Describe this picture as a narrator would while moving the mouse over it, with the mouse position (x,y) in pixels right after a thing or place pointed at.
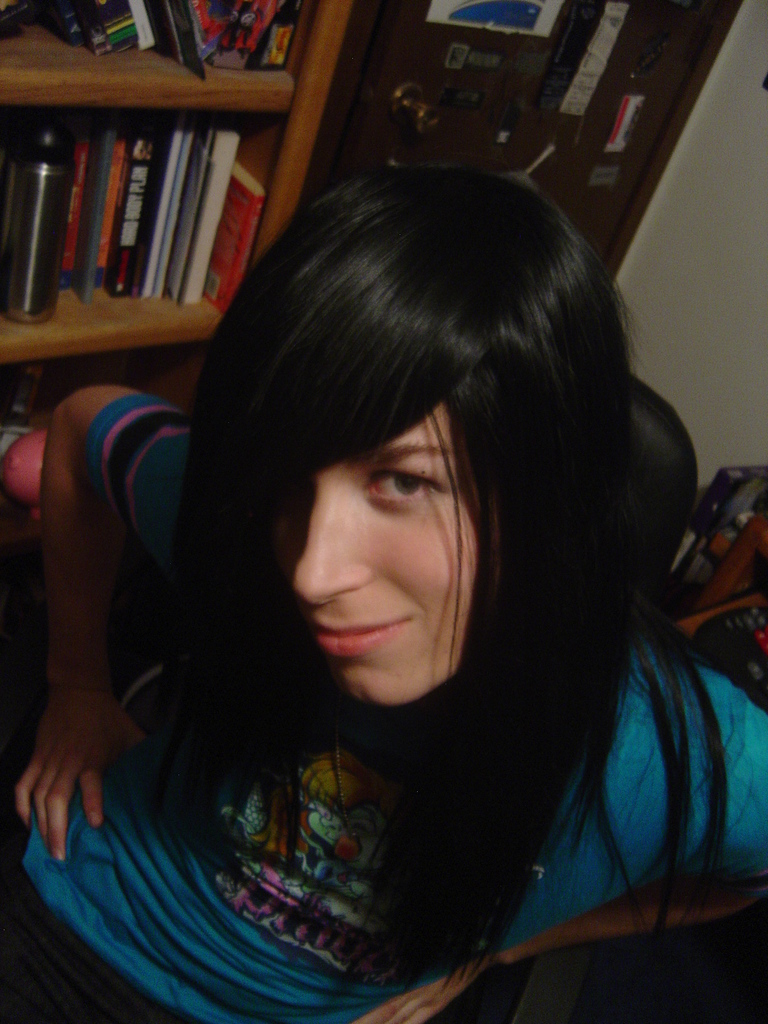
Here I can see a woman (304,829) wearing blue color t-shirt (290,912), smiling and giving pose for the picture. At the back of her I can see a rack (159,311) which is filled with the books (172,37) and also there is a bottle (30,196). on the right side (724,254), I can see the wall (715,289).
